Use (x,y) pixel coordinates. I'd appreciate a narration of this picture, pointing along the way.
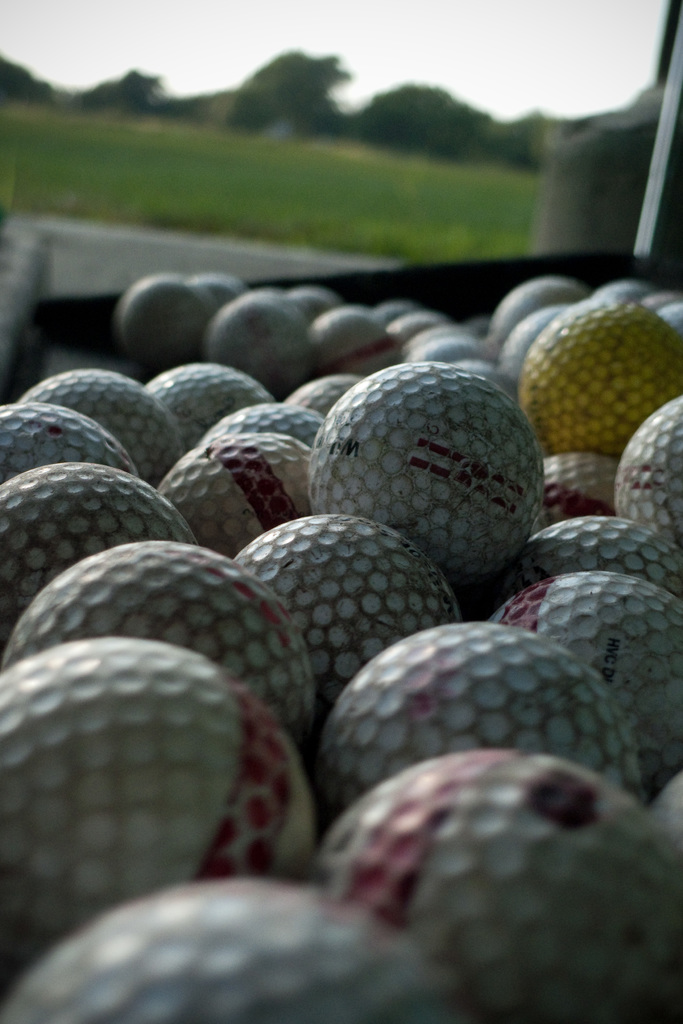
In the front of the image (278,636) there are balls (522,385). In the background of the image (437,117) it is blurry, there are trees (177,107), grass (339,141) and the sky (541,51).
